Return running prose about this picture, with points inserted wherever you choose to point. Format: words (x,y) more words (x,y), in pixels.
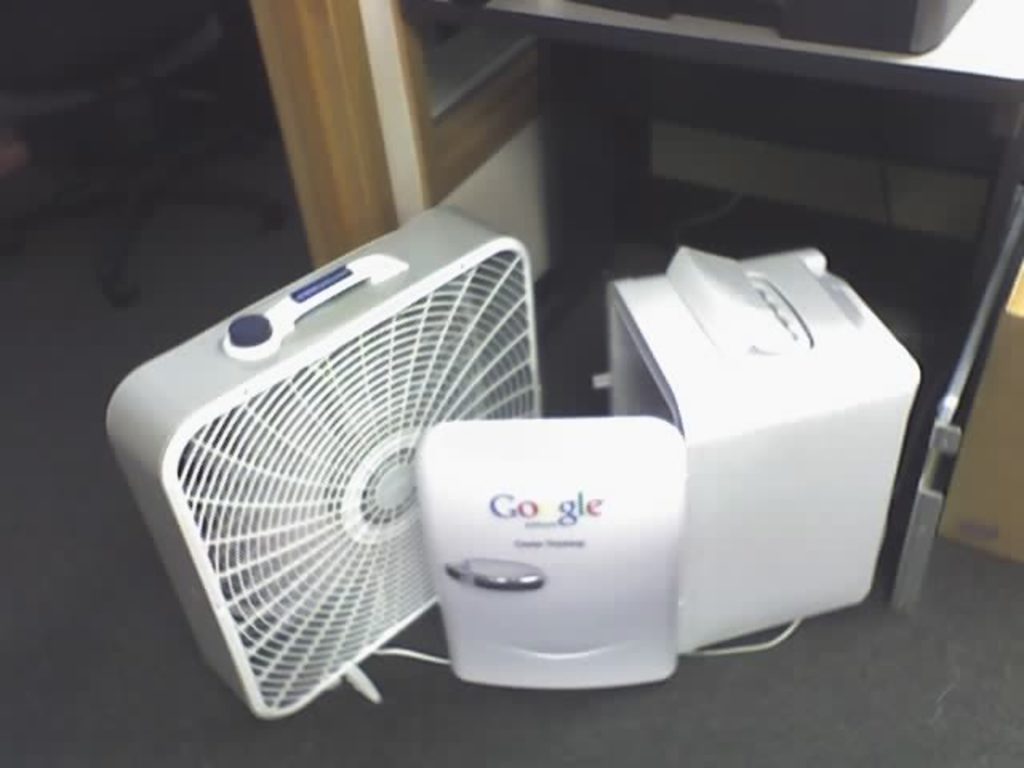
In this image, we can see some objects (568,444) on the floor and in the background (906,132), there is a stand (564,29) and we can see a black color on it and there is a chair (152,155).
